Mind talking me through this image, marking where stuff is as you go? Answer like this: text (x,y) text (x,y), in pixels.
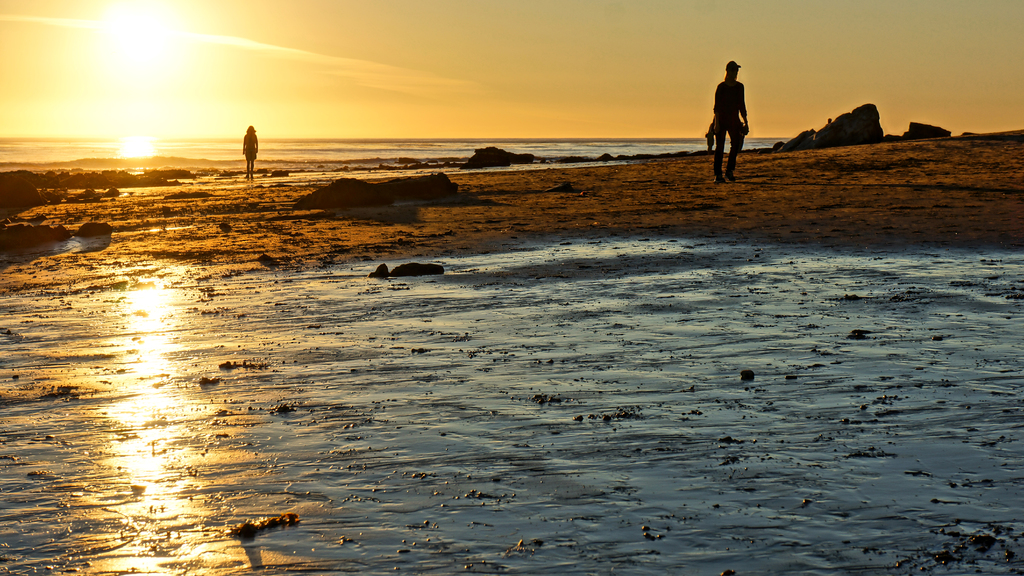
In this image there are two persons (729,134), in a beach (95,200) in the background (132,114) there is a sun rise (176,106).
